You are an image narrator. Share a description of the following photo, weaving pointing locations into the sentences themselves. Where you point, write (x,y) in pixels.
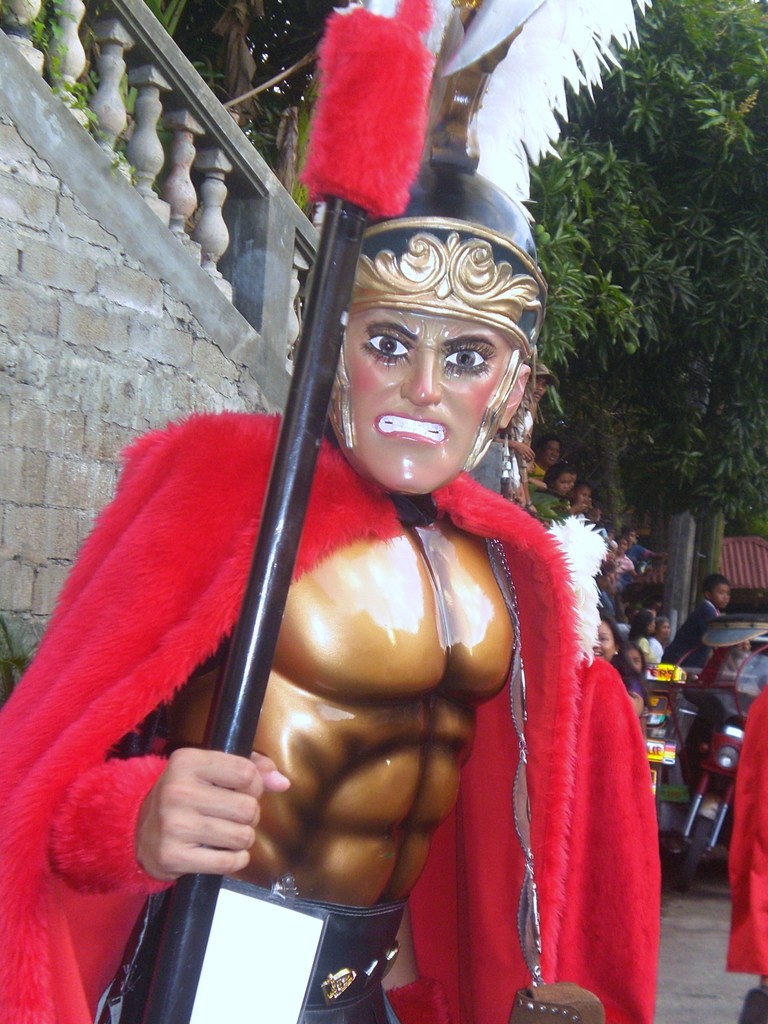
In the foreground of this image (442,858), there is a man (430,738) wearing costume (406,617), mask (377,375) and holding a stick (291,481) in his hand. In the background (671,298), there is a trees (632,510), persons (629,546), motorbikes (733,719), railing (242,282) and the wall (93,320).
